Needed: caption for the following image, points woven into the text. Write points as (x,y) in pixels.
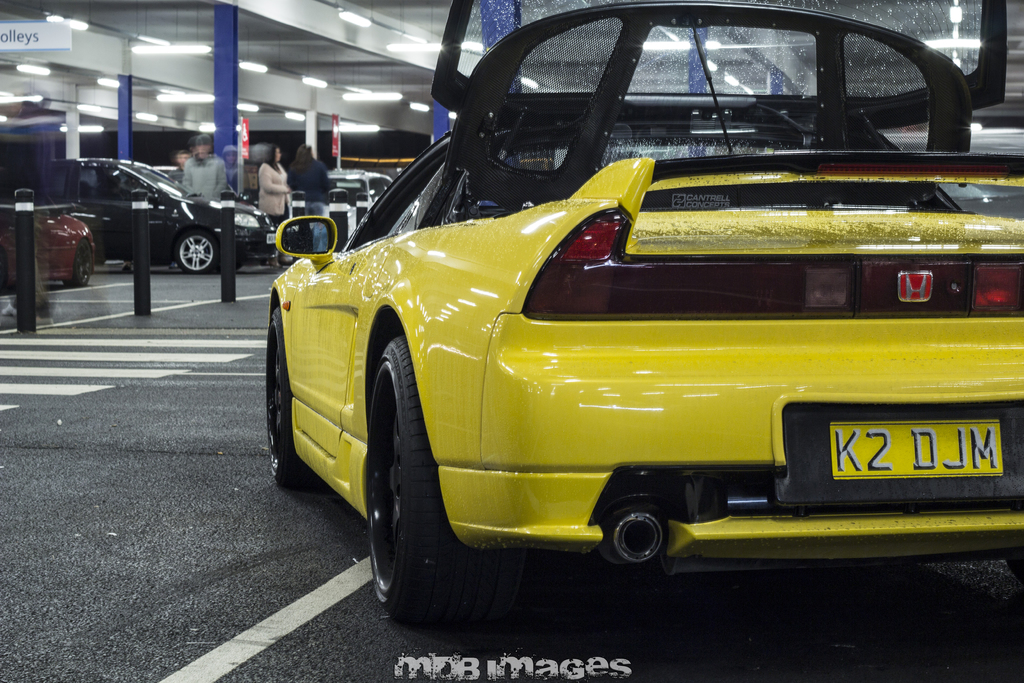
In this picture we can see few cars (454,307) and group of people (306,153), and also we can see few metal rods (23,220) and lights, at the middle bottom of the image (463,667) we can see a watermark (503,664).
